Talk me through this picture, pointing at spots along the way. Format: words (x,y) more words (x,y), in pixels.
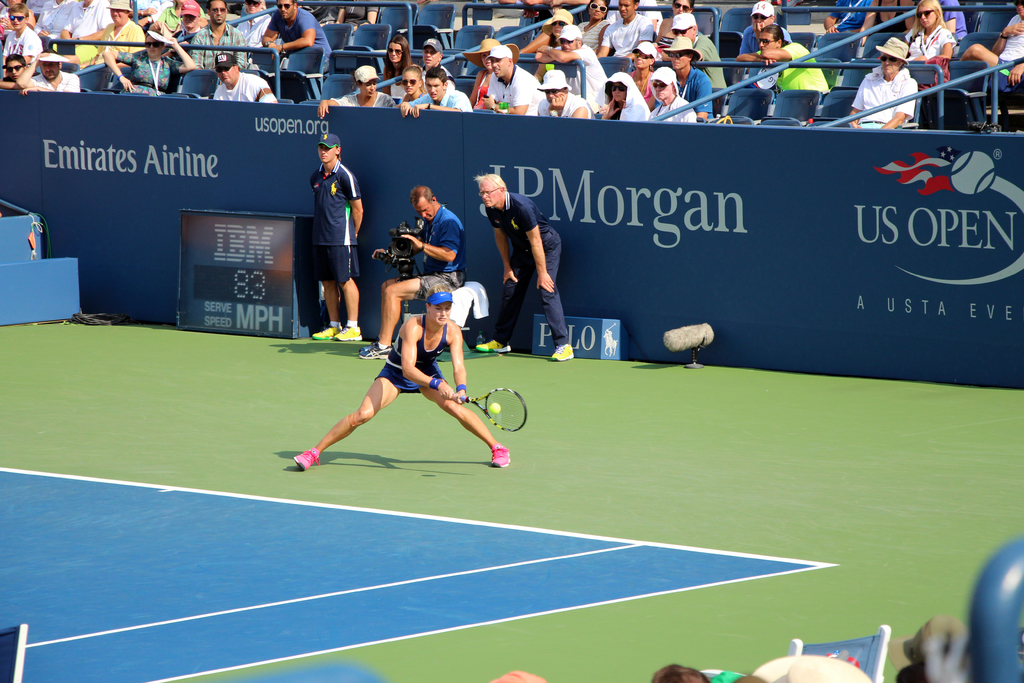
This is the picture of the stadium (752,390). There is a person (429,335) standing and holding bat (517,422) and she is playing and there is a person (429,211) sitting behind the woman (404,362) and he is holding camera (408,224). At the back (386,78) there are group of people (563,77) sitting, and there is a hoarding (822,326) and there is a screen (242,233) at the bottom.
